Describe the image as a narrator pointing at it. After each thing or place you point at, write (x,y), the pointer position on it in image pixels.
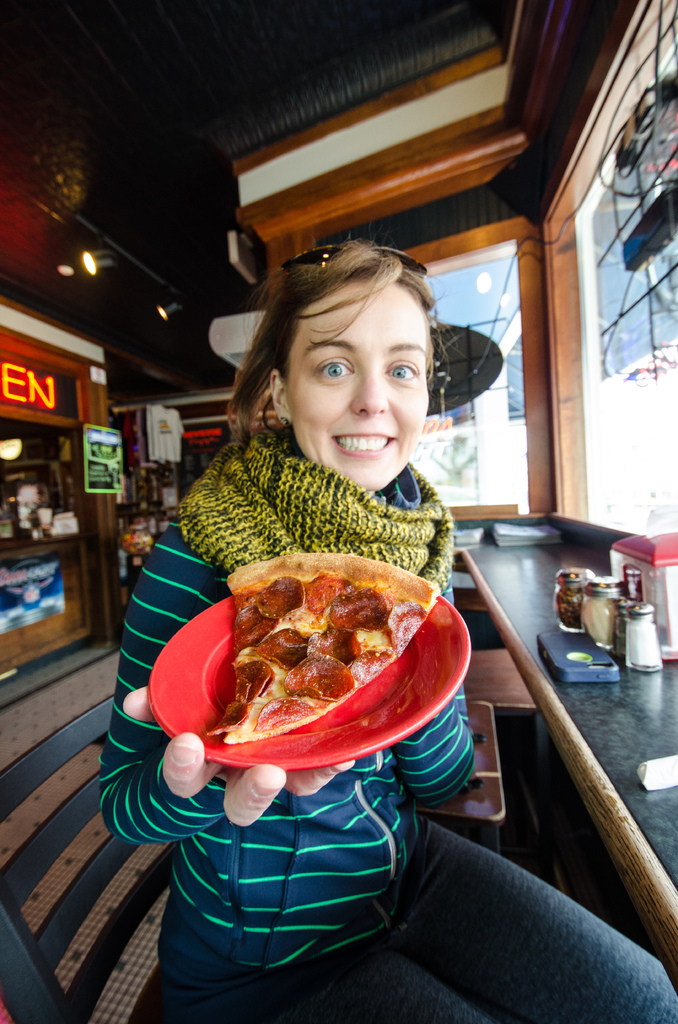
In this image, we can see a woman (408,559) is smiling and seeing. She is holding a red plate (178,683) with pizza piece (333,687) and sitting on the chair (79,931). Right side of the image (621,812), we can see a desk (558,698). Few containers (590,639), objects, mobile (569,662) is placed on it. Background (111,468) we can see a shop (109,555), poster (114,478), some objects (491,532), lights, glass (638,291) and floor (52,795).
